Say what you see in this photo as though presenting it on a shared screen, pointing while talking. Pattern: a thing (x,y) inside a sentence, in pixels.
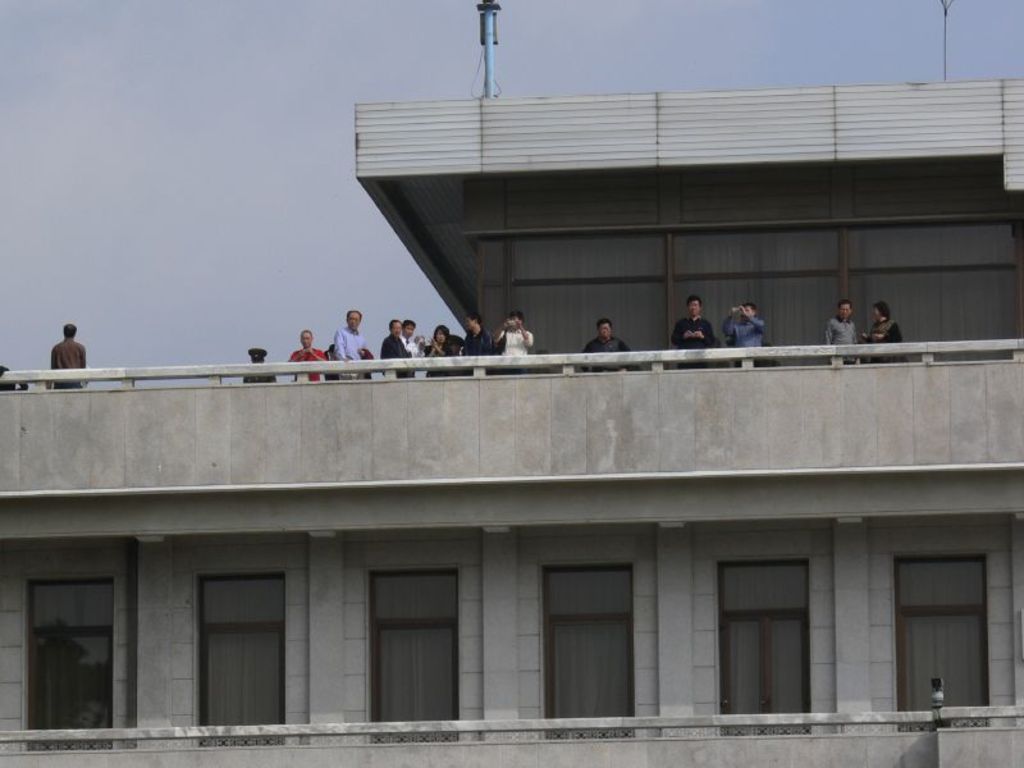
In this image there is the sky (179,111), there is a building (521,240), there are windows (234,634), there are persons (530,339) in the building (803,321), there is an object (14,386) truncated towards the left of the image (3,370), there are poles (492,39) truncated towards the top of the image (484,27).
